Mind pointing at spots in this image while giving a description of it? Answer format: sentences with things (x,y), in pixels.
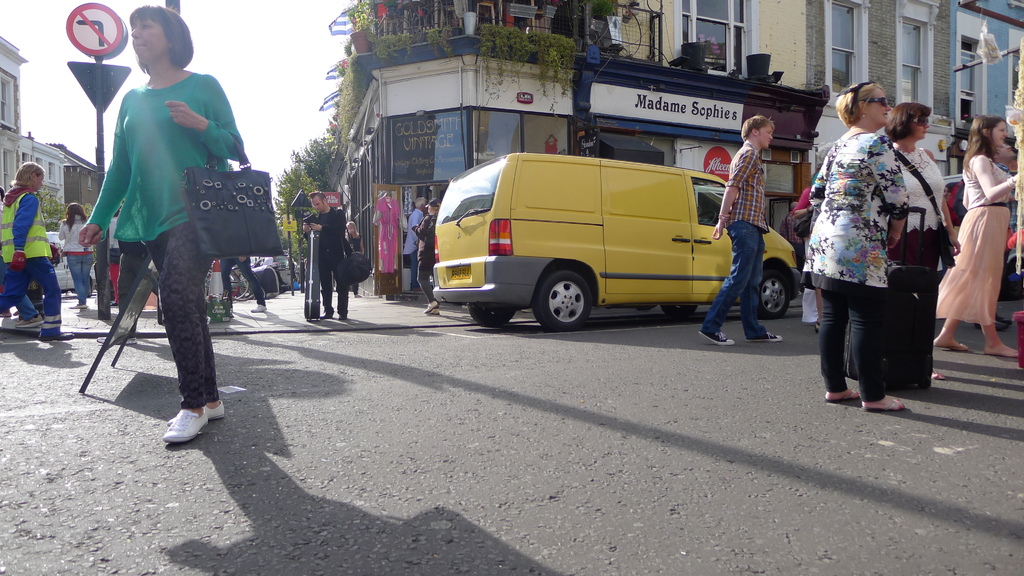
This is looking like a busy street (159,403). There are many people (118,256) on the street (224,339). Few vehicles (584,271) are there. Here there is a sign board (115,94). In the background (306,158) there are buildings (871,62), hoardings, trees (302,180).
